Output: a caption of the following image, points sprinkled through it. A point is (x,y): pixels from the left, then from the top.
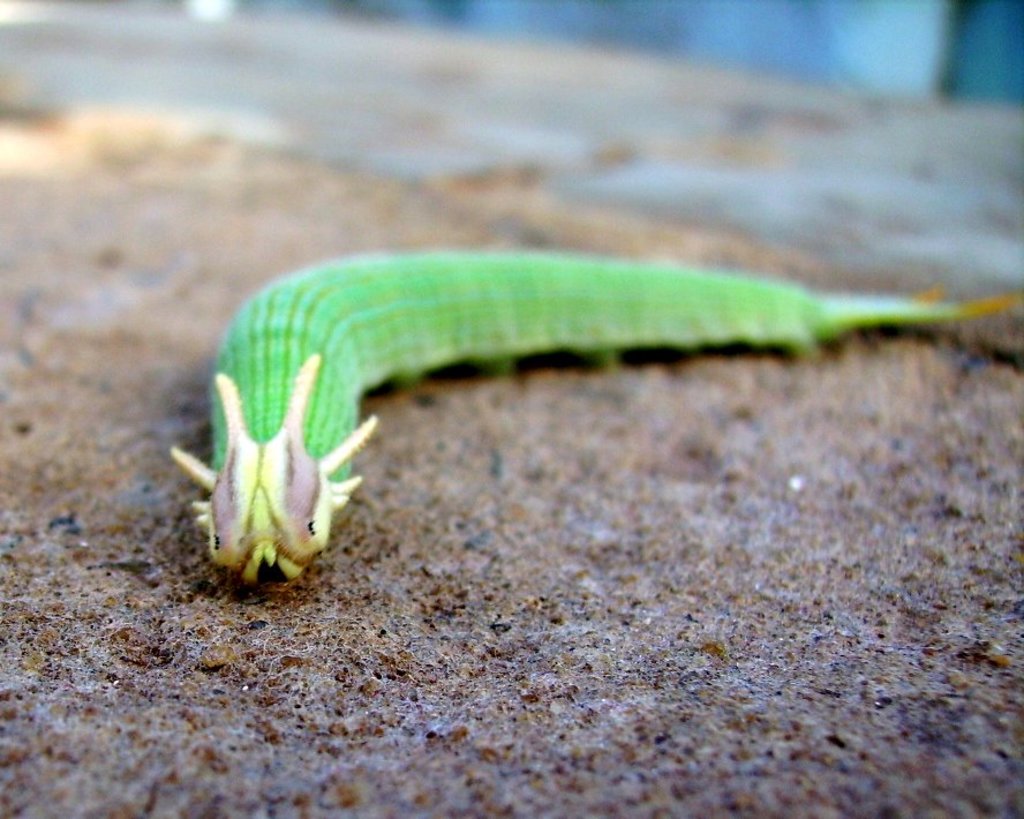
This image consists of an insect (341,494) in green color. At the bottom (365,716), there is sand (183,674). The background (539,72) is blurred.
